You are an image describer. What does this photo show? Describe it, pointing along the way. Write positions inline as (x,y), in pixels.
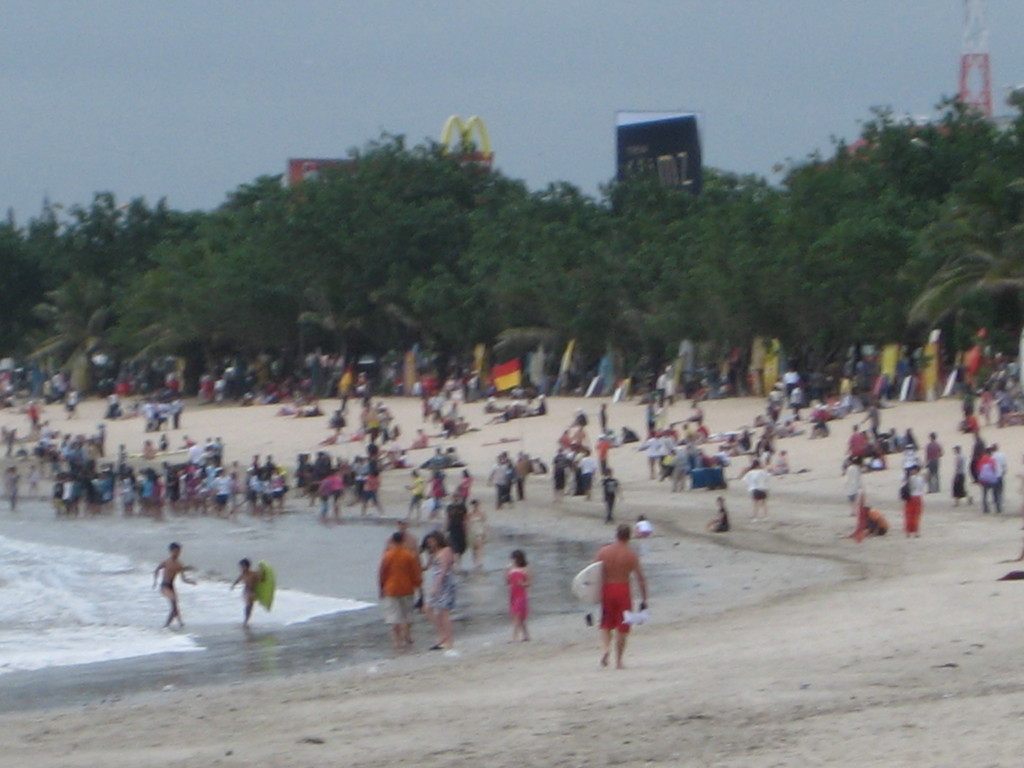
In this picture there is a man (636,572) who is wearing short (605,587) and holding the surfboard (597,598). On the left (132,498) I can see many peoples (13,432) were standing on the beach (665,479) and some peoples (650,523) were sitting. In the background (559,359) I can see the trees (628,239), banners (627,173), building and posters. At the bottom (425,666) I can see the sand (783,730).
